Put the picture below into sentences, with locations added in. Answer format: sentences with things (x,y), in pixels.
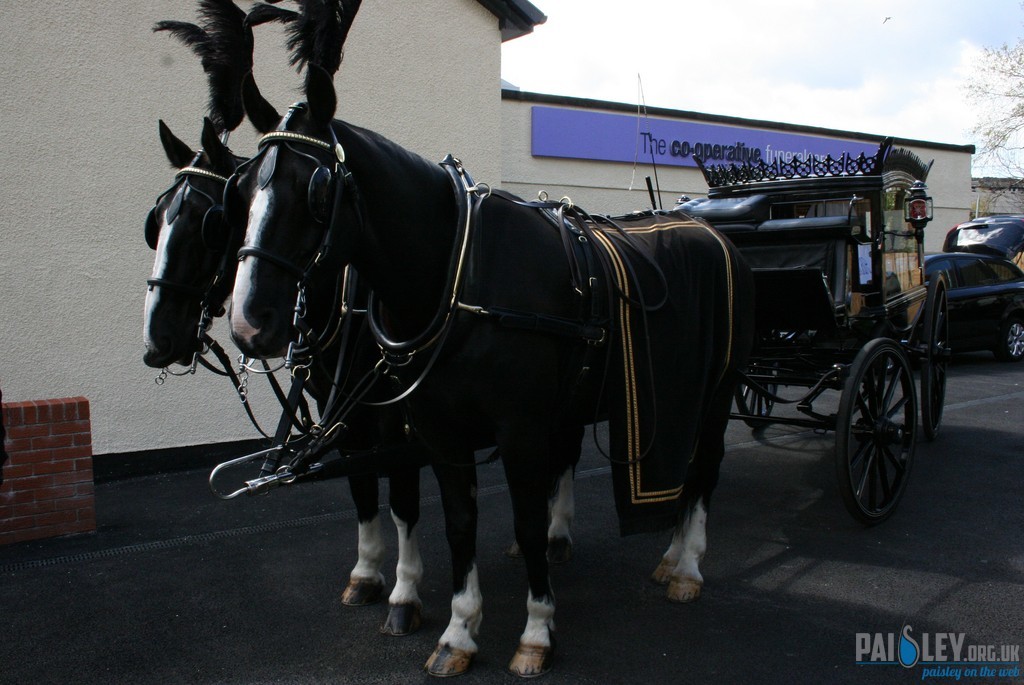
In this picture I can see a chariot (759,352) and couple of cars (971,291) in the back (962,320) and I can see a building (933,152) and a board (734,163) with some text (712,154). I can see text (1011,670) at the bottom right corner of the picture (939,639). I can see a tree (997,67) and a blue cloudy sky (853,78) and It looks like a compound wall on the left side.
